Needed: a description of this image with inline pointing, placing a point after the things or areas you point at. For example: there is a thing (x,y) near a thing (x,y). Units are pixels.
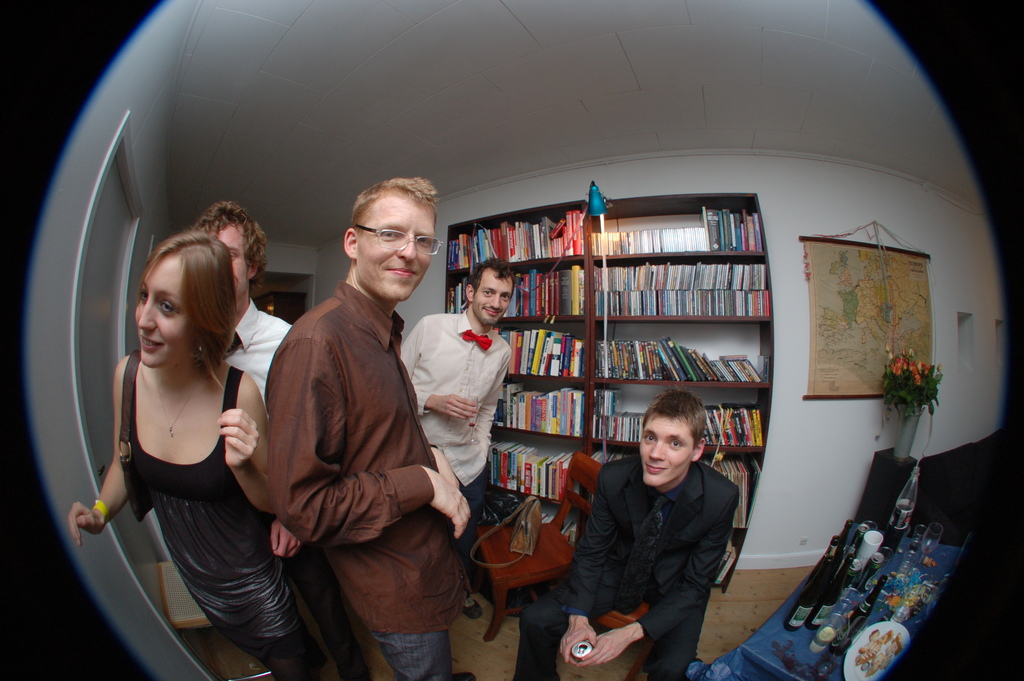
In this image there are four men (454,350) and a woman (238,383), one man (647,560) is sitting on a chair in the background (533,342) there is shelf (720,202) in that shelf (469,227) there are books (687,358) and there is a wall (983,301) to that wall (938,338) there is a map (848,266), beside the person (642,587) there is a table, on that table (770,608) there are drinks (833,548) and glasses (853,586).
